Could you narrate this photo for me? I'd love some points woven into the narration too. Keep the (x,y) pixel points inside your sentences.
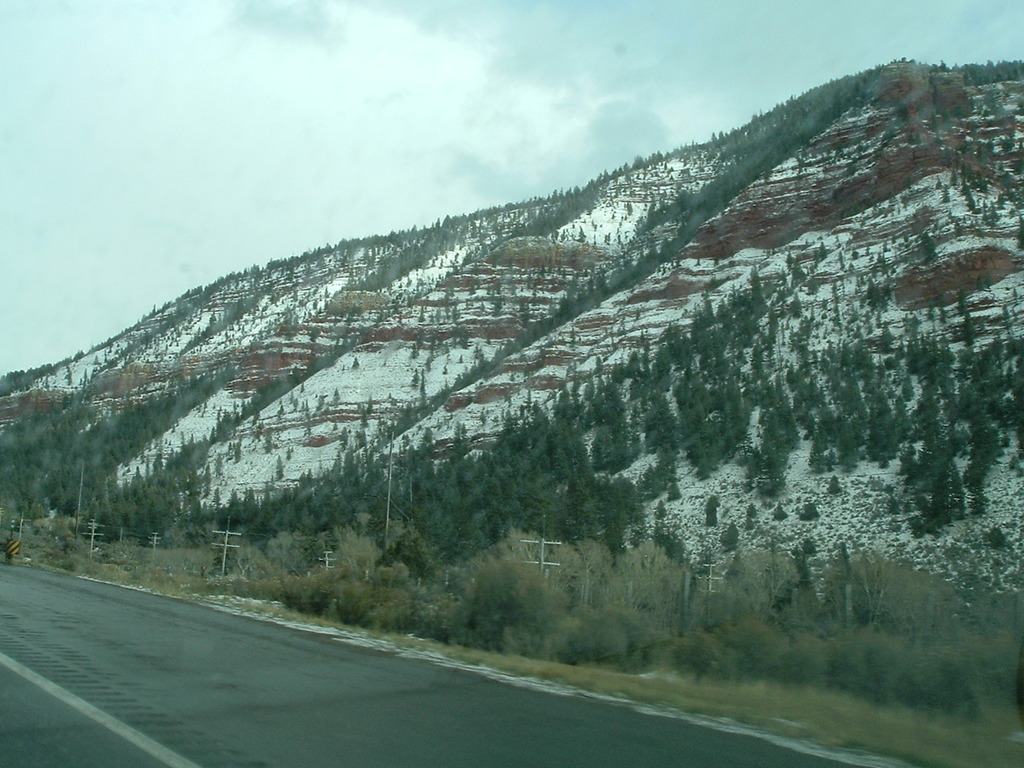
In this image there is the sky (390,72) truncated towards the top of the image (274,202), there is a mountain (433,322) truncated towards the right of the image (970,216), the mountain (990,298) truncated towards the left of the image (174,372), there are trees (548,217) on the mountain (477,401), there are trees (966,377) truncated towards the right of the image (950,476), there are trees (51,476) truncated towards the left of the image (32,518), there are poles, there are plants (32,518), there are plants (566,582) truncated towards the right of the image (989,651), there is the road (325,710) truncated towards the bottom of the image (428,742), the road (216,725) truncated towards the left of the image (17,648).
